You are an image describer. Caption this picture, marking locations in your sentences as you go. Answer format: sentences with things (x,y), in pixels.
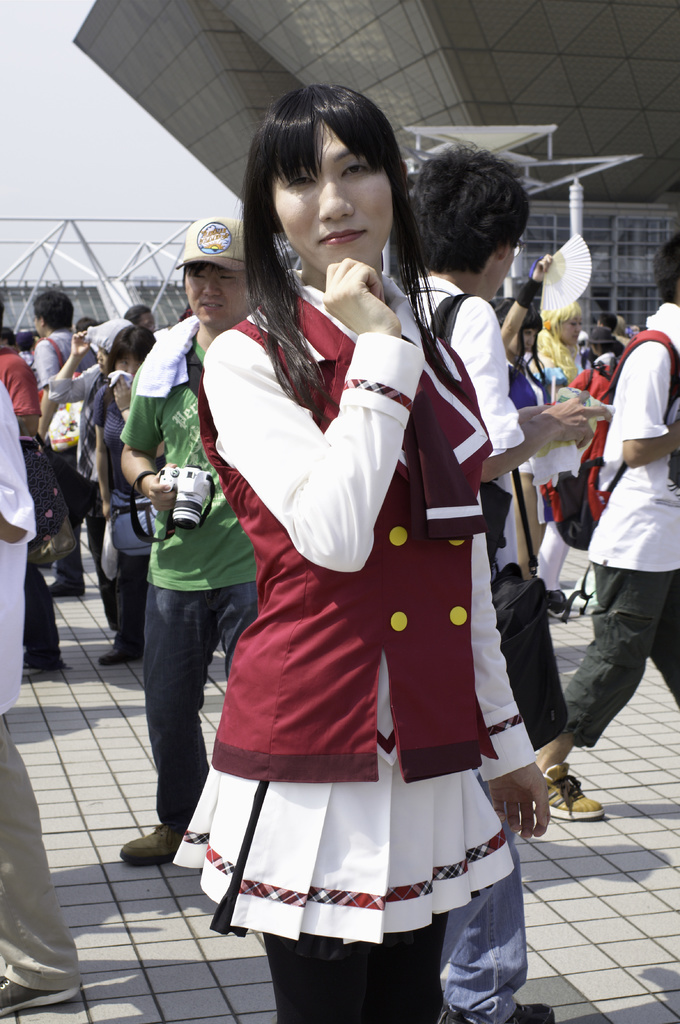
In front of the picture, the woman (370,690) in white and maroon dress (355,744) is stunning. She is posing for the photo. Behind her, the man (171,395) in green T-shirt (164,440) is holding a camera (186,486) in his hands (159,496). Behind him, we see many people (101,389) are standing. Behind them, we see a building (517,86) and a white pole (576,235). In the background (93,309), we see a building (86,303) and iron rods (103,285). In the left top of the picture (83,278), we see the sky (49,150).
